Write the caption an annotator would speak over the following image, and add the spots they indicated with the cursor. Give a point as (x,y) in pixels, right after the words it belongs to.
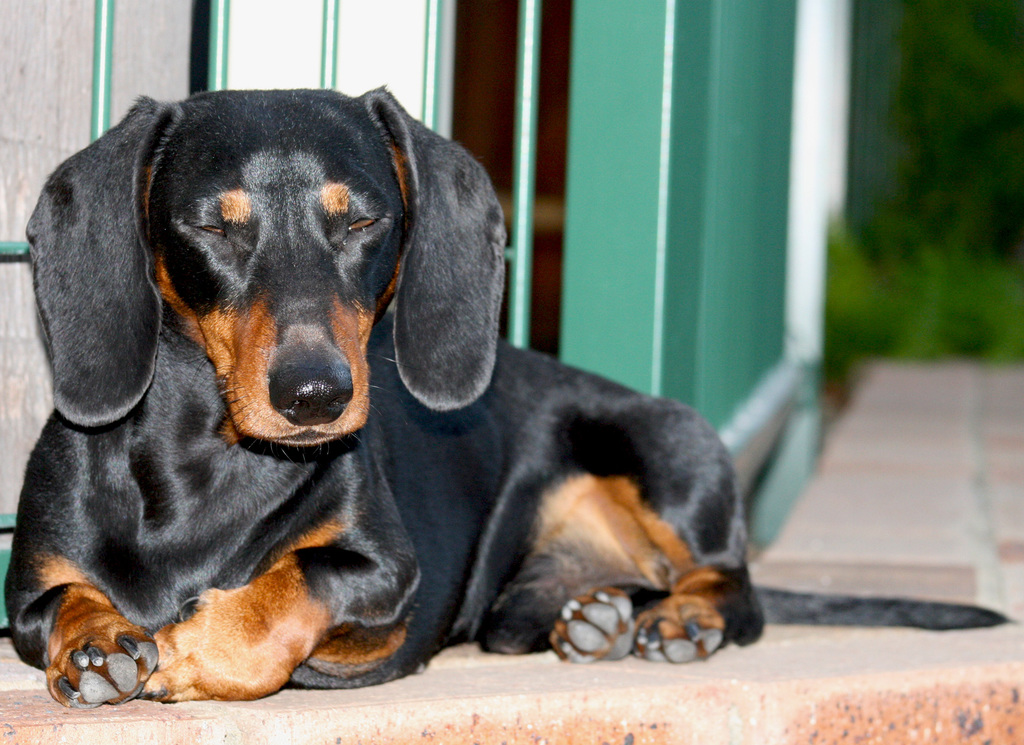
In the picture I can see a dog (375,471) is sitting on the ground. In the background (820,310) I can see some objects (627,204). The background of the image (883,239) is blurred.
